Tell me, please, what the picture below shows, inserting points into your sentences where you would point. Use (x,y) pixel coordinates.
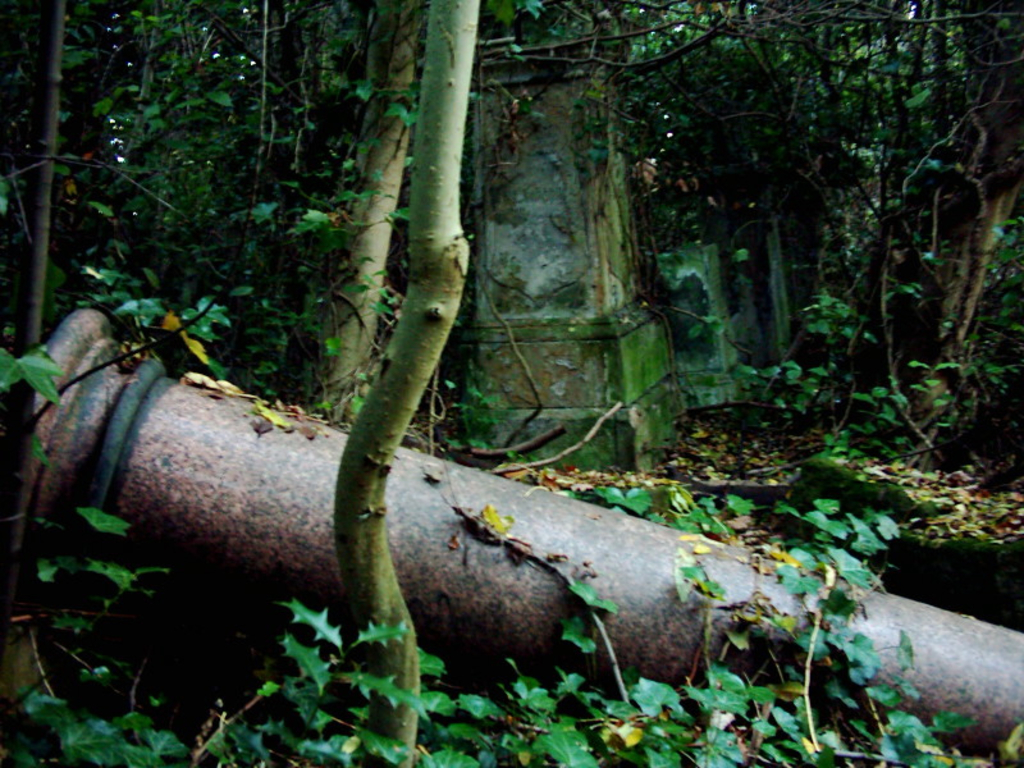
In the picture I can see a pillar (68,455) has fallen on the ground (168,679), I can see plants (98,667), a few more pillars (547,283) and trees (1007,166) in the background (324,192).
